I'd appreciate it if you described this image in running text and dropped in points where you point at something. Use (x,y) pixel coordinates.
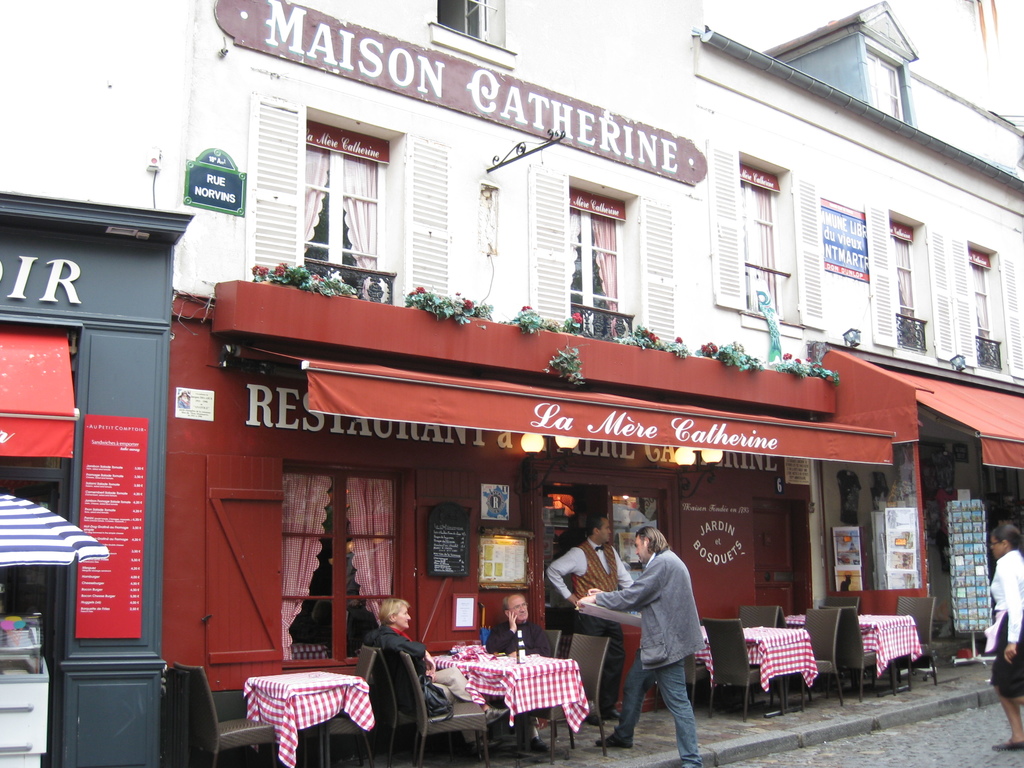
in this image there is a building (771,596), table (489,685), chair (822,613), bottle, hoarding (559,405), name board (579,449), persons (688,734), umbrella (84,533), plants (272,274).
